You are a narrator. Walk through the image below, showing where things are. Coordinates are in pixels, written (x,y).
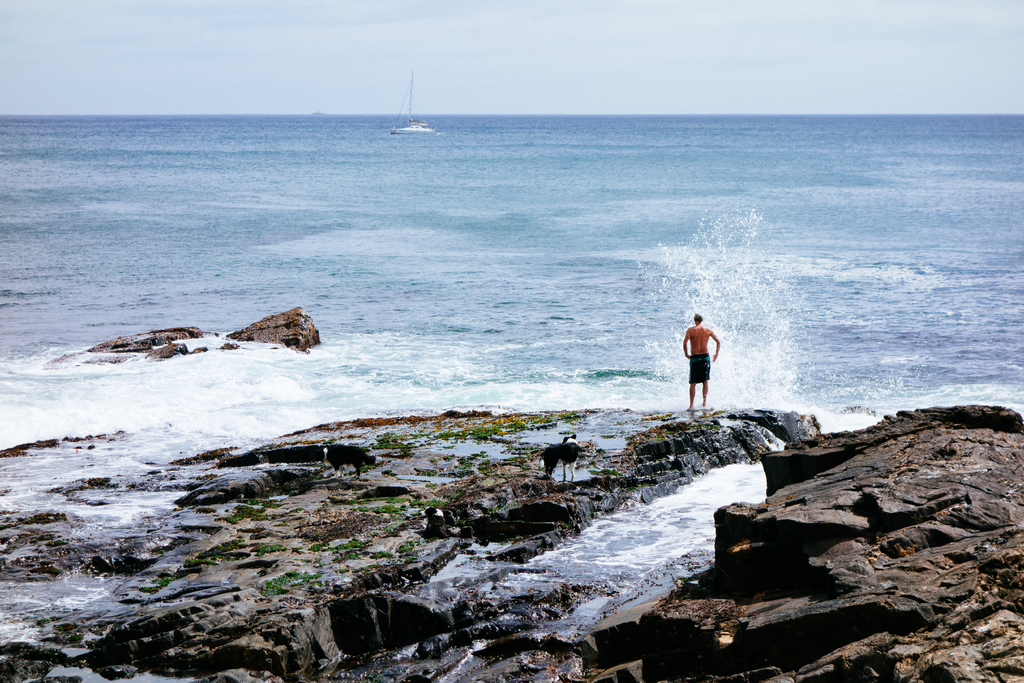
In this image I can see dogs (559,454) and a man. I can see all of them are standing on the rock surface (779,456). I can see the man (687,353) is wearing a shorts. In the background (649,346) I can see water (246,201), clouds (227,23), the sky (646,67) and a white colour boat (432,125) on the water (405,162).
